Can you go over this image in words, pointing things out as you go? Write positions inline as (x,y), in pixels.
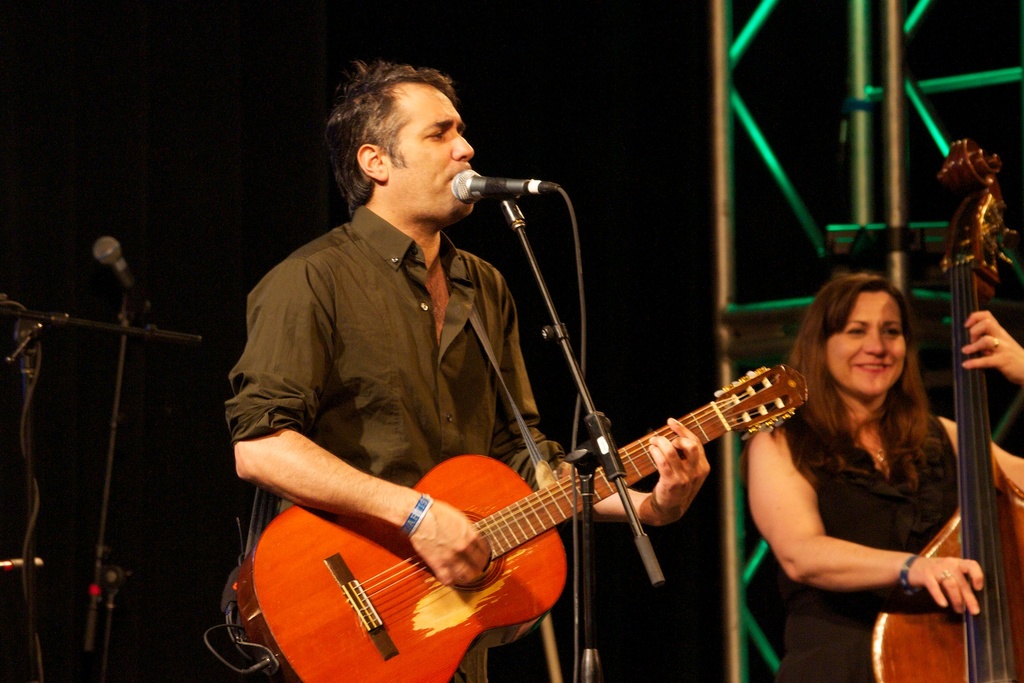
In this picture there is a man (425,324) who is wearing a green shirt (452,312) is playing a guitar (479,493). There is a mic (536,179). There is a woman (836,497) playing a musical instrument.
